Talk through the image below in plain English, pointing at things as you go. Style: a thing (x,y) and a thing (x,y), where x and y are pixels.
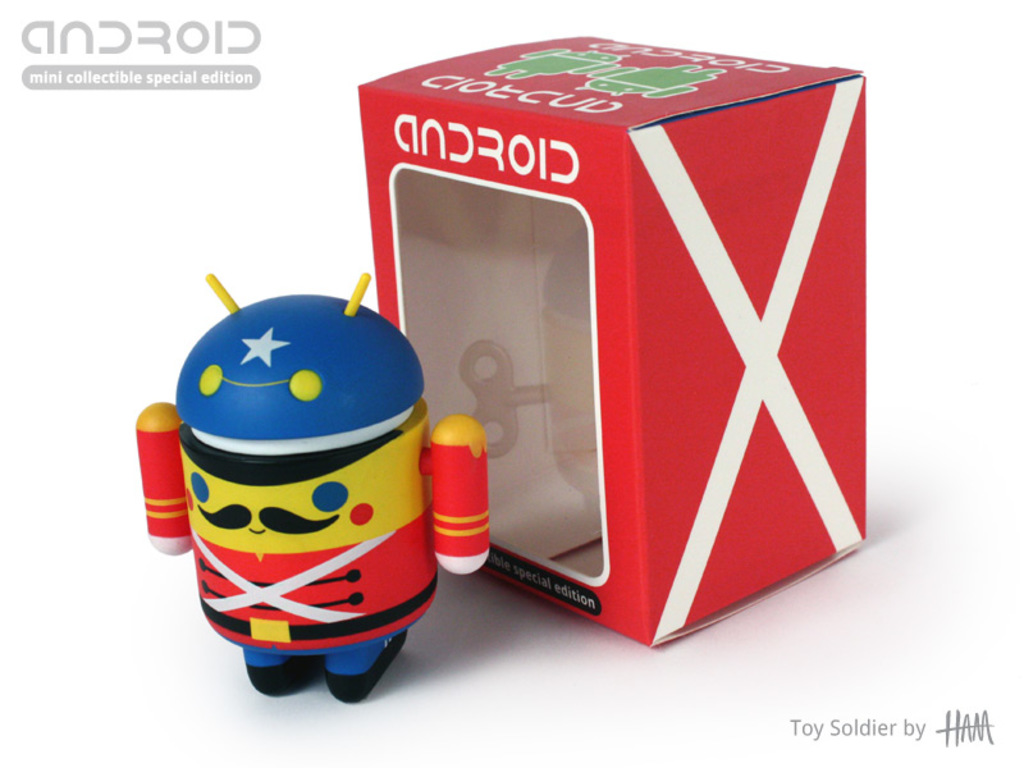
In the image there is an android toy (253,472) and behind the toy (335,406) there is a box (564,424) of the toy (295,480).
